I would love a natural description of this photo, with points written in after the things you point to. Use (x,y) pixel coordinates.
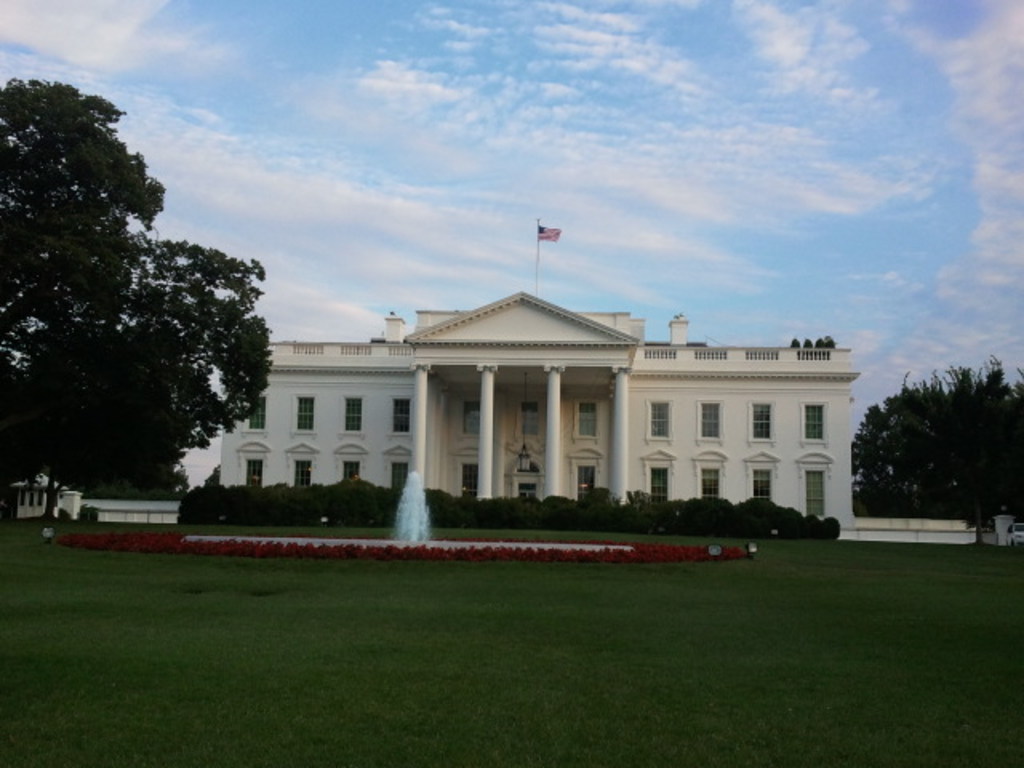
In this picture there is a building (573,337) and there is a flag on the building (515,454). In the foreground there is a fountain (600,547) and there are plants (591,522). On the right side of the image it looks like a vehicle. At the back (46,336) there are trees (51,412). At the top (619,117) there is sky (640,95) and there are clouds (297,184). At the bottom (691,617) there is grass (627,624).
